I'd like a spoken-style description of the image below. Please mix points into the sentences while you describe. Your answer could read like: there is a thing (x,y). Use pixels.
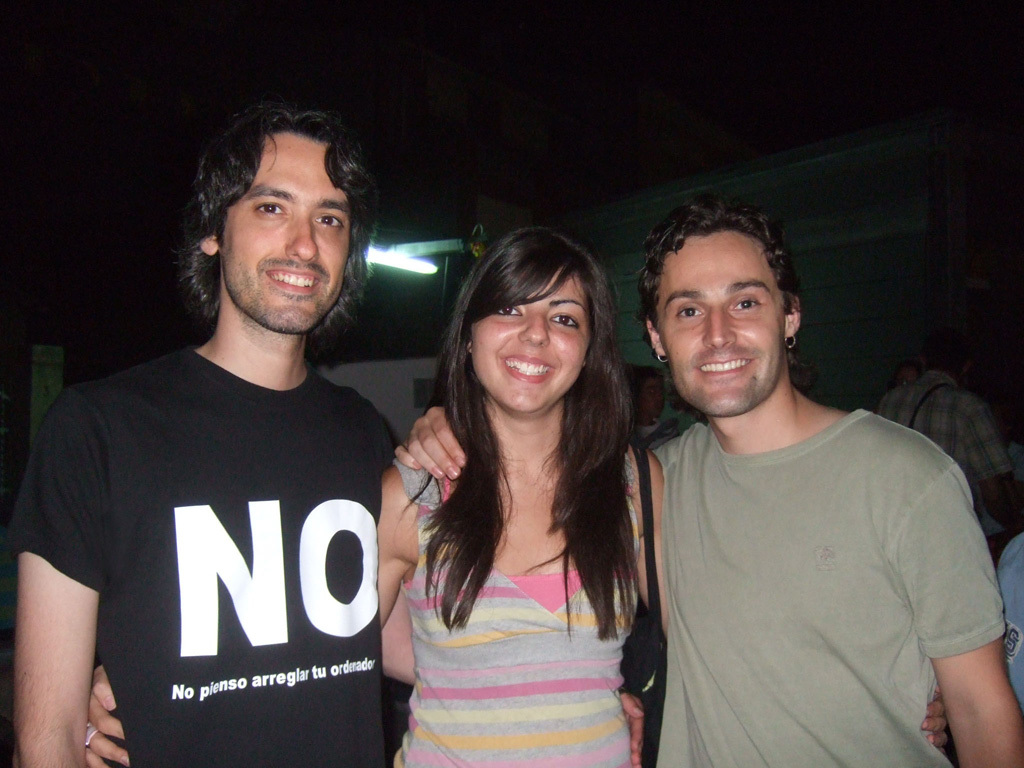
In the picture we can see two men (893,654) and a woman (486,343) are standing side by side holding each other and they are smiling and the men (225,474) are wearing a T-shirts (113,463) and in the background (994,418), we can see a light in the ceiling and some people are standing behind them in the dark.
